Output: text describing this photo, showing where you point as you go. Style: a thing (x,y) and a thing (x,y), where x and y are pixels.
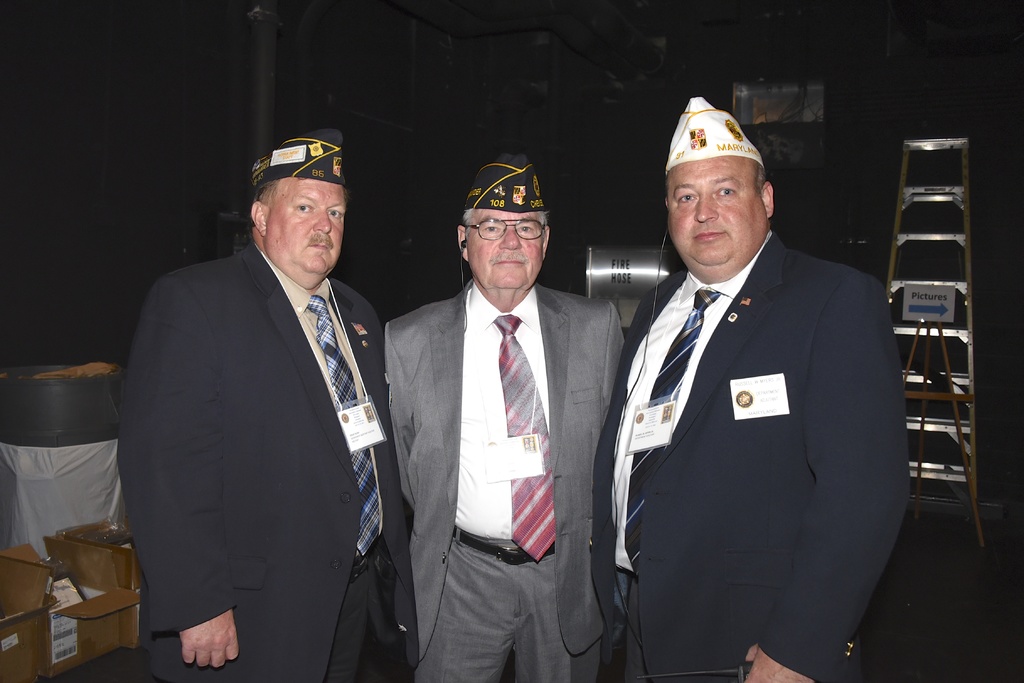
In the image we can see there are men (268,399) standing and they are wearing formal suit (280,387) and cap (311,142) on their head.
